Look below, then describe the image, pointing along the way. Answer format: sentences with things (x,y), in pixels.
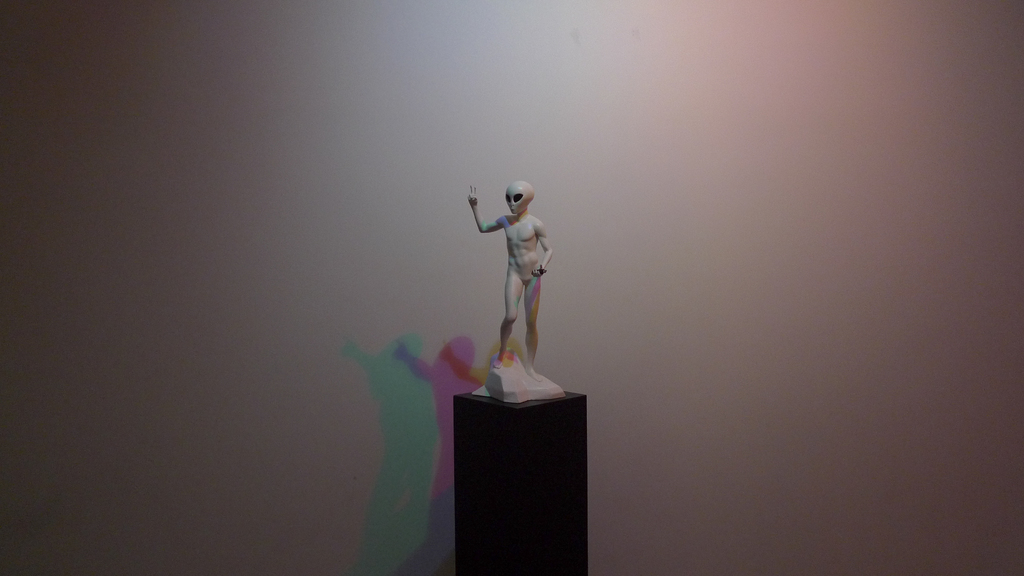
In this image we can see a statue (519,280) on the pillar (540,438) and a white background (443,89).
